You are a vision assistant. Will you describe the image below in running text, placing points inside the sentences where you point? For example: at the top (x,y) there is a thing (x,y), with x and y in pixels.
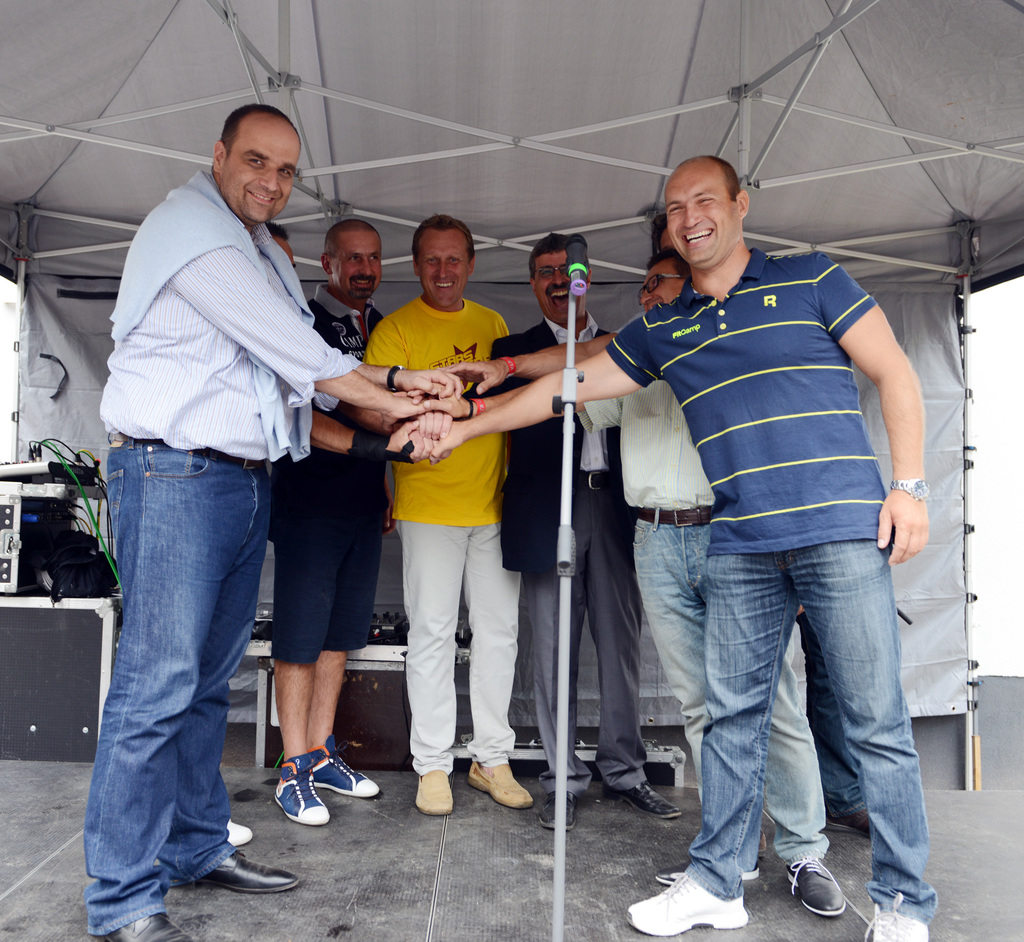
In this image I can see a group of people (543,466) are shaking their hands (443,421) and smiling. In the middle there is a microphone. At the top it looks like a tent (607,134).
